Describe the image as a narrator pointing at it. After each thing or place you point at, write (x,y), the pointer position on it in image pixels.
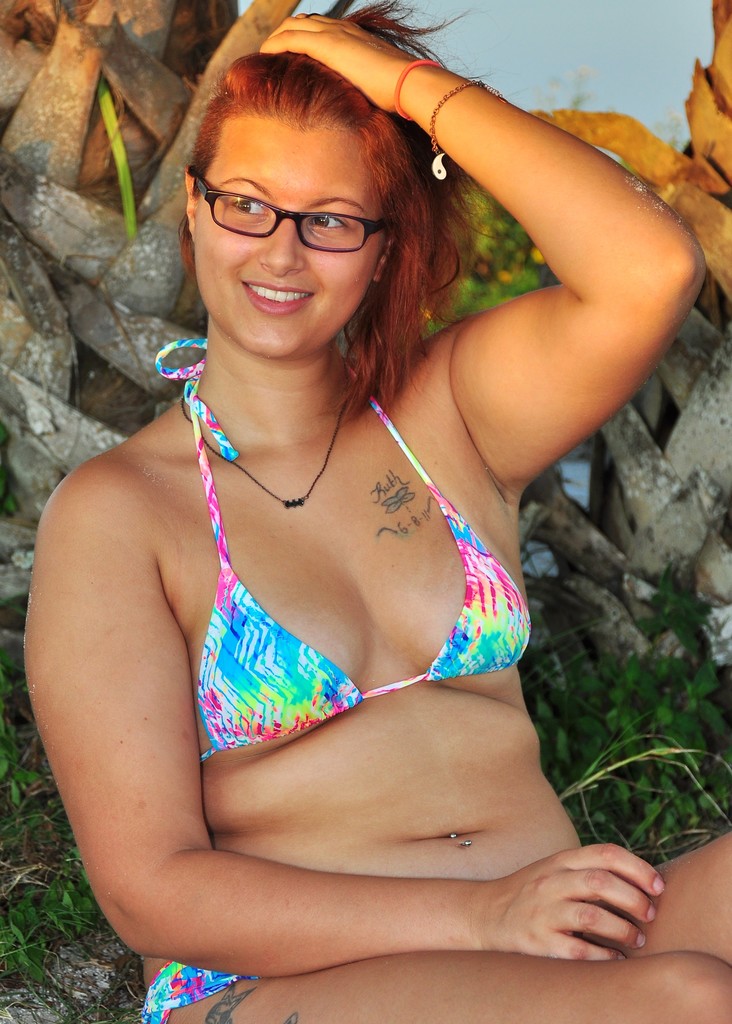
In this image I can see a woman (294,480), she smiling and she is wearing a spectacle (253,217) and back side of her I can see trunk (52,166) of trees (46,52).
